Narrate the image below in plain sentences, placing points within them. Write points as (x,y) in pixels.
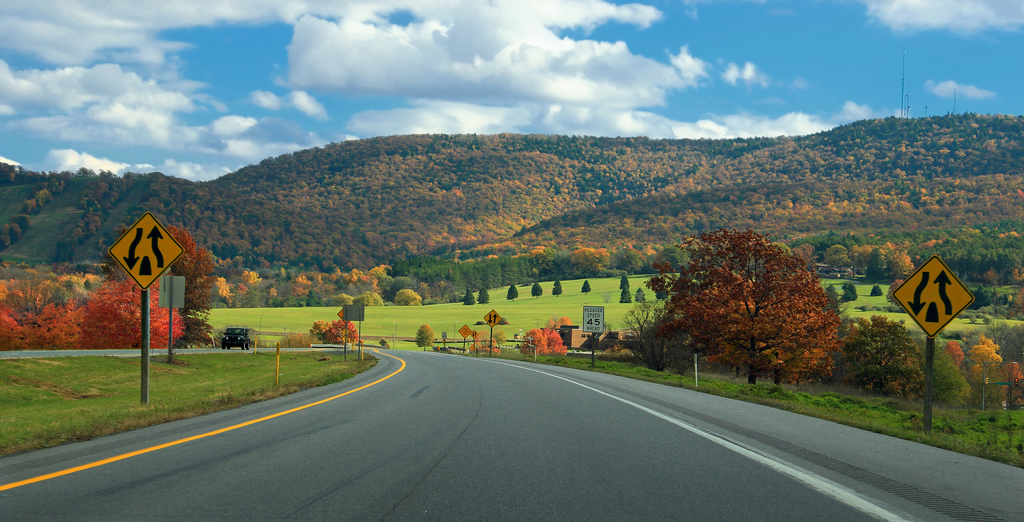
In this image I can see sign boards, vehicle (245,337) on the road (252,349) and the grass (167,370). In the background (394,170) I can see trees (461,179), hills (310,180) and the sky (246,101).
